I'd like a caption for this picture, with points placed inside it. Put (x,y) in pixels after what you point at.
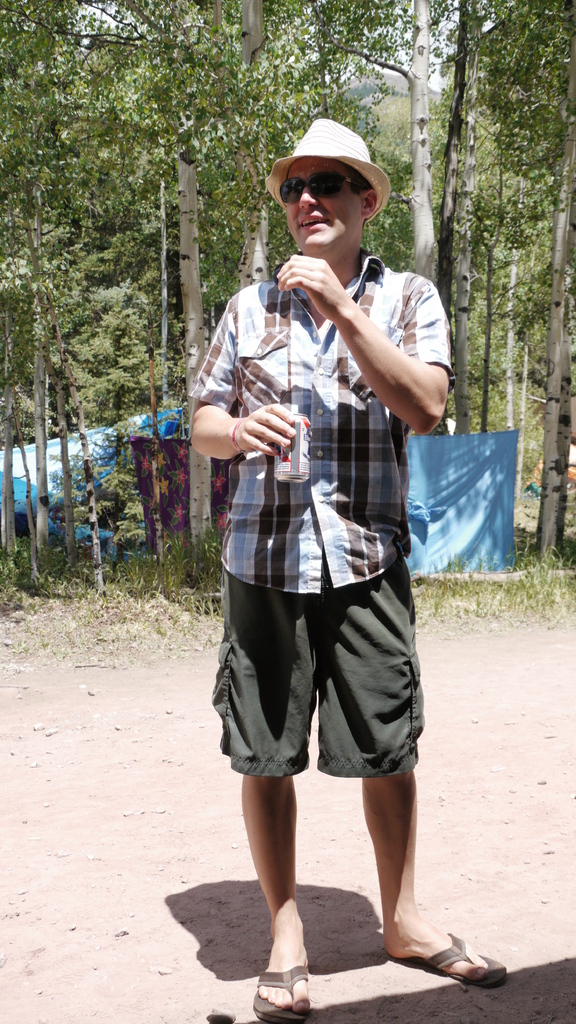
In this picture we can observe a man (259,527) standing on the land (335,850). We can observe spectacles (298,185) and a white color hat (365,169) on his head (301,234). In the background (141,151) there are trees (251,211) and a blue color cloth (473,477).
